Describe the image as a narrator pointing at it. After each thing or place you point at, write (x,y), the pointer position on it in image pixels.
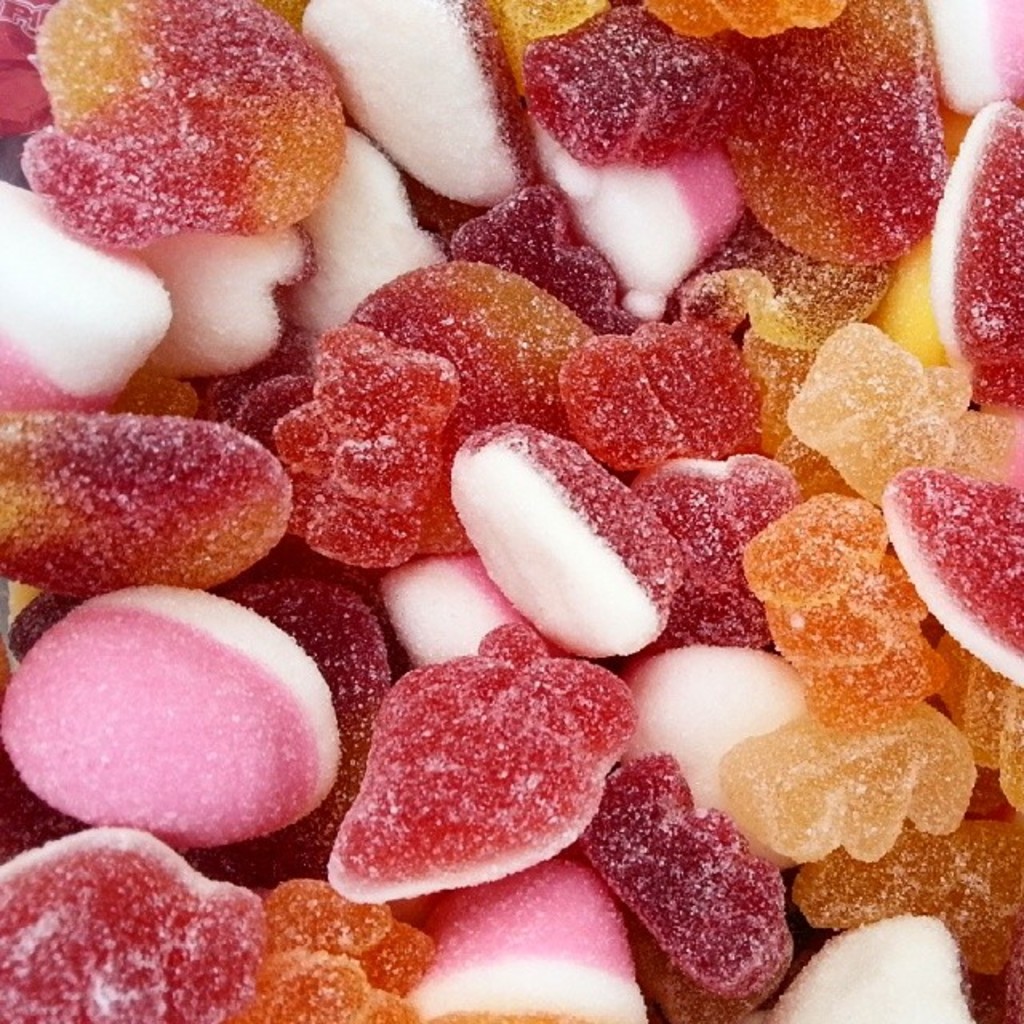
this picture is consists of candies (516,466) in the image.
